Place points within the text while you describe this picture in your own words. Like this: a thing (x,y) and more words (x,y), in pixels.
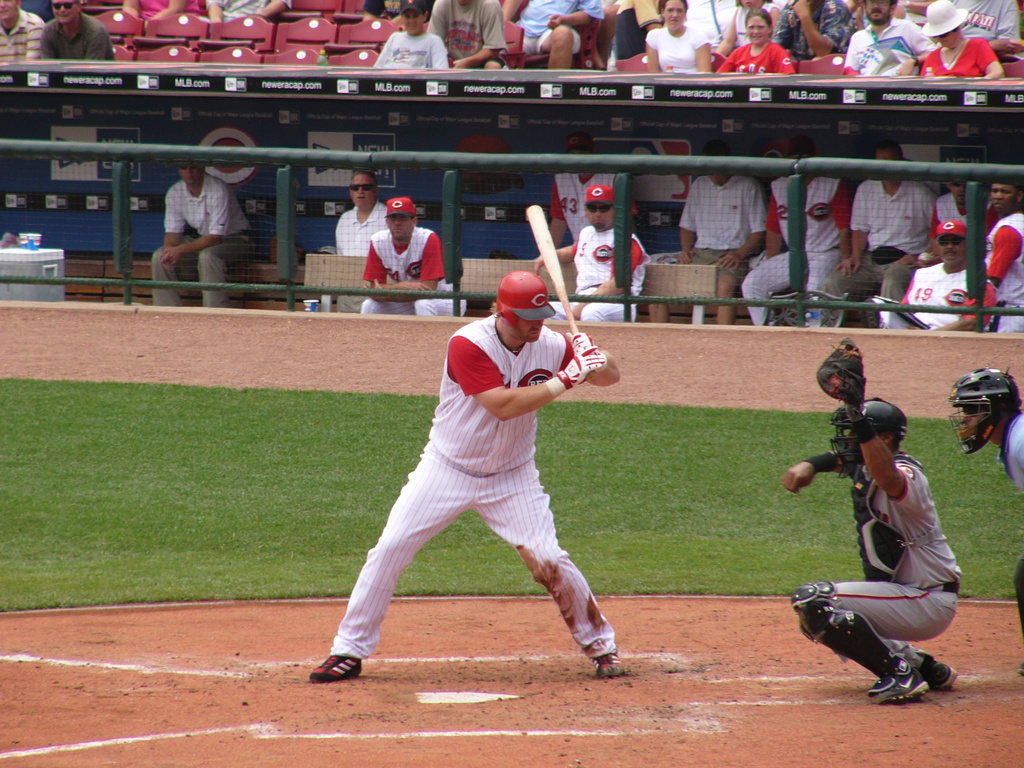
In this picture there is a person (446,514) wearing white dress (435,502) is standing and holding a base ball bat (570,312) in his hand (578,352) and there are two persons (932,524) in the right corner (919,559) and there is a fence (626,214) and few people (463,54) sitting in chairs (515,43) in the background (531,55).
